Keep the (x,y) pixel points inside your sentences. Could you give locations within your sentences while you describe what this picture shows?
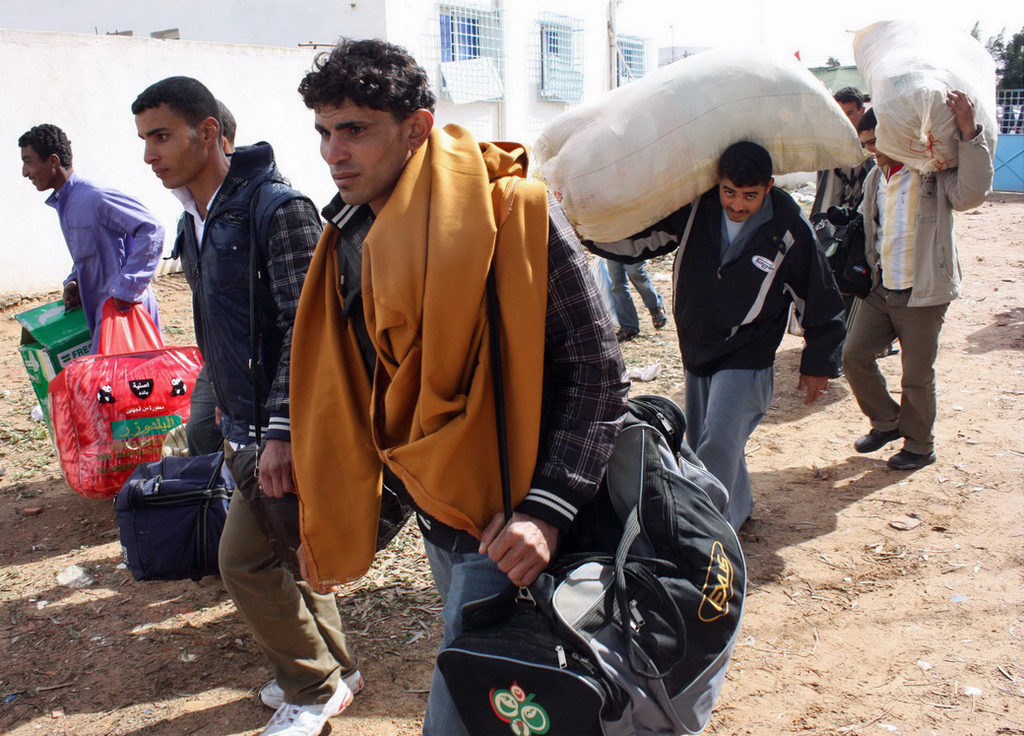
In this image we can see men (485,222) walking on the ground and holding bags (590,573), cardboard cartons (44,336) and polythene sacks (706,140) in their hands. In the background (540,101) we can see buildings (600,78), grills (563,66) and trees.
